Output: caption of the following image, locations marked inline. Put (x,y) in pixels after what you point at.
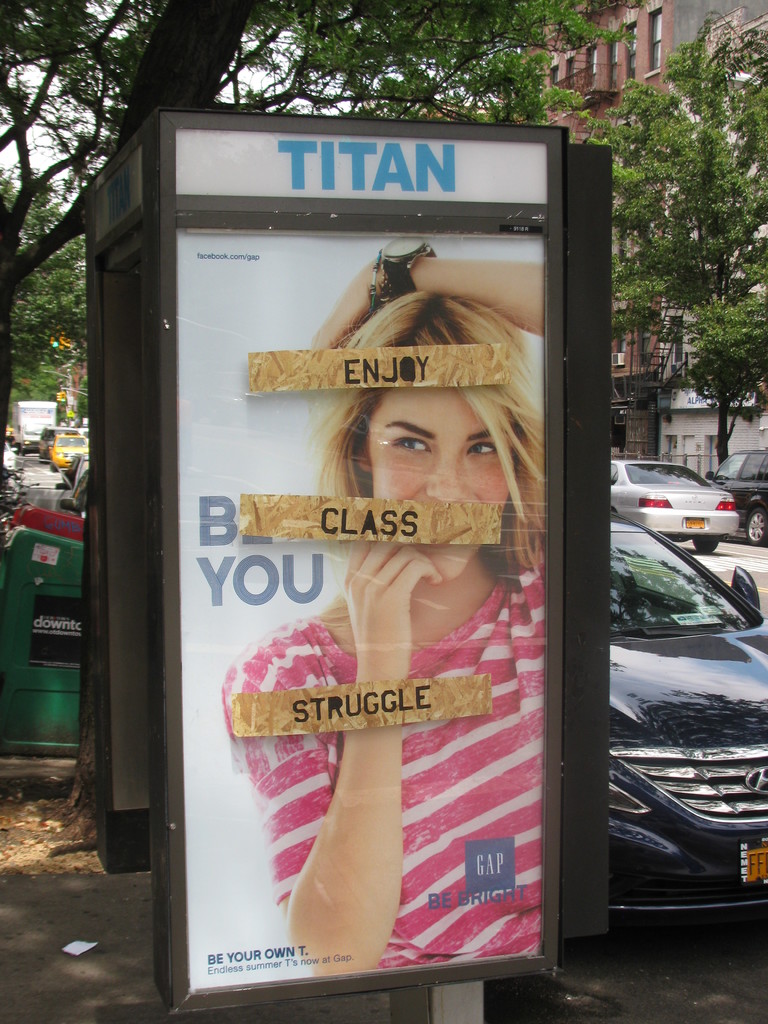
In this image in the middle (411,445), there is a poster (451,839) on that there is a woman (361,788), she wears a pink t shirt (409,787) and there is a text (398,705). In the background (746,572) there are cars (81,468), dustbins (2,569), trees (669,170), sky (43,143).
